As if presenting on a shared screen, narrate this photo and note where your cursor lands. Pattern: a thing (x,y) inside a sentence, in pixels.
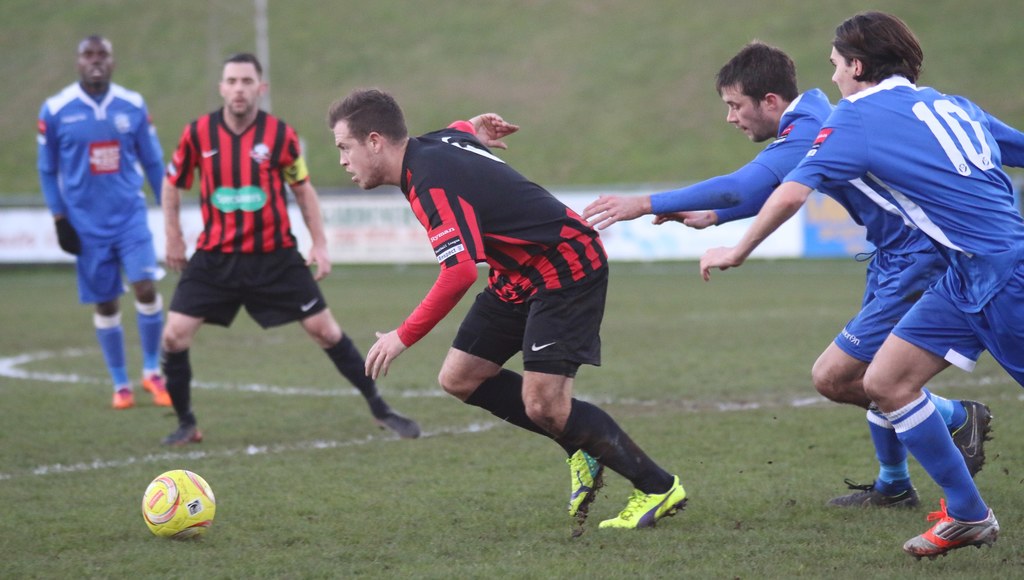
In this image we can see few people (545,261) playing soccer. There is a grassy ground (395,513) in the image. There are few advertising boards (384,234) in the image.
